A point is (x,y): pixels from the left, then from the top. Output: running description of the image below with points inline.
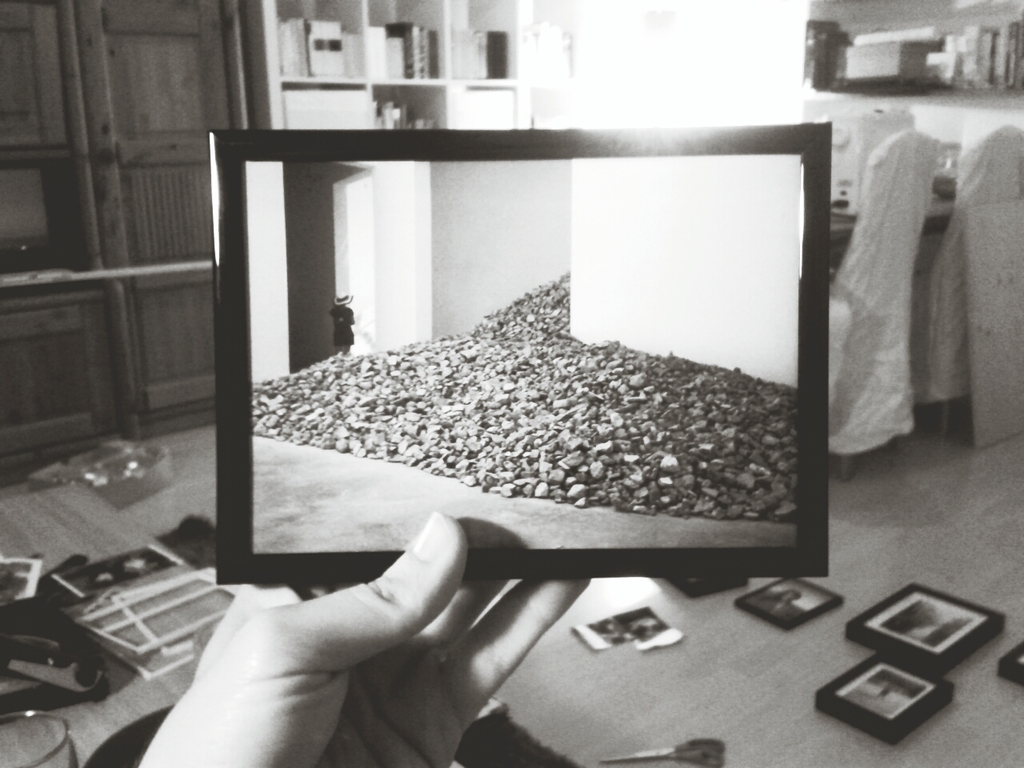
This is a black and white image. In this image we can see the hand (385,633) of a person (389,638) holding a photo frame (440,453) containing the picture (512,465) of some stones (460,453) and a person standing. On the backside (903,628) we can see some photo frames (922,660), papers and some devices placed on the floor (810,710). We can also see some chairs (877,446) and some objects (328,101) placed in the shelves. On the left bottom (60,748) we can see a glass (17,733).
